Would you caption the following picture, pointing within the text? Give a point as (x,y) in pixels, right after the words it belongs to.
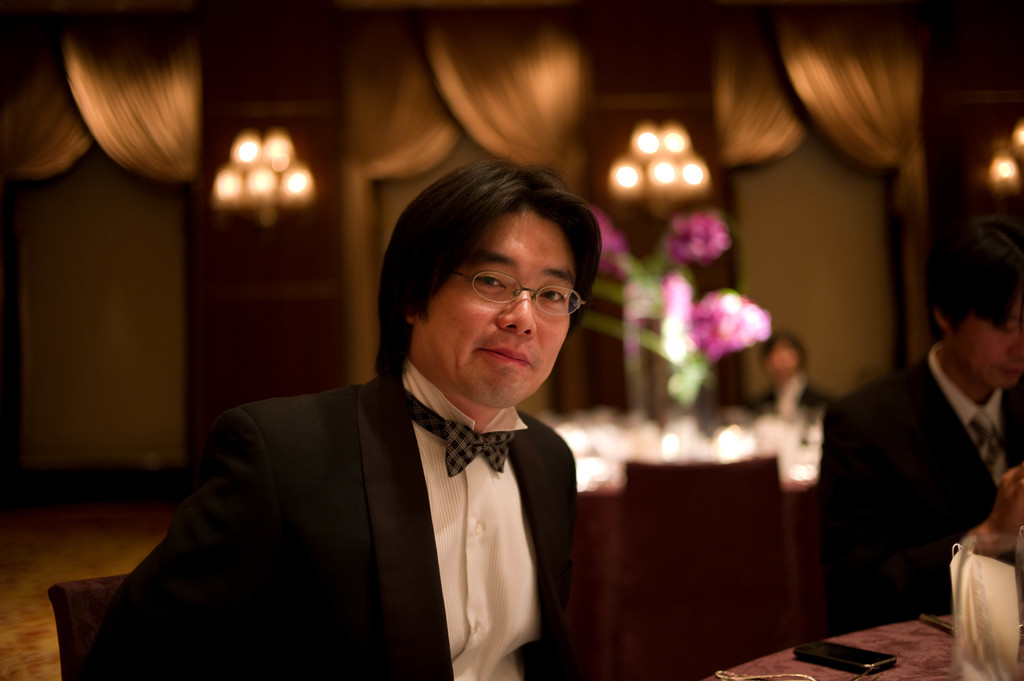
In the image few people (152,652) are sitting on chairs (719,660). Behind them there are some flowers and there is a wall (934,128). At the top of the image (881,131) there are some curtains (895,129) and lights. At the bottom of the image (929,656) there is a table (937,629), on the table (930,640) there is a mobile phone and papers (966,574).
